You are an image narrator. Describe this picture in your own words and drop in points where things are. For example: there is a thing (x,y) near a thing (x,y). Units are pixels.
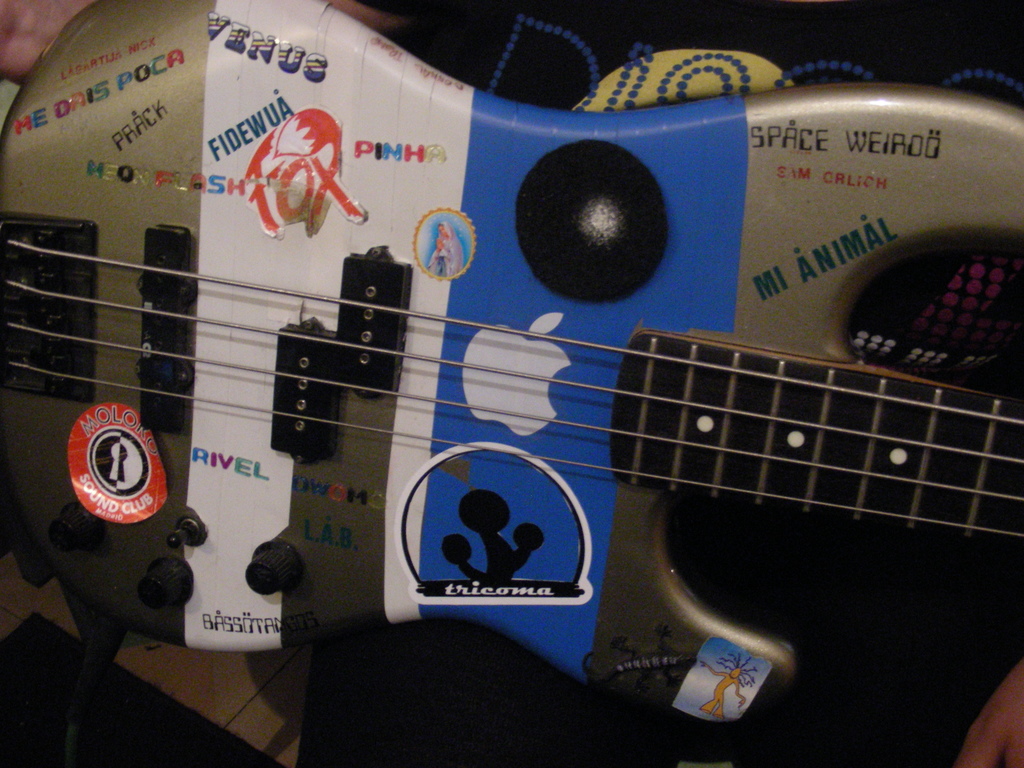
In this image we can see a musical instrument (218,416).
